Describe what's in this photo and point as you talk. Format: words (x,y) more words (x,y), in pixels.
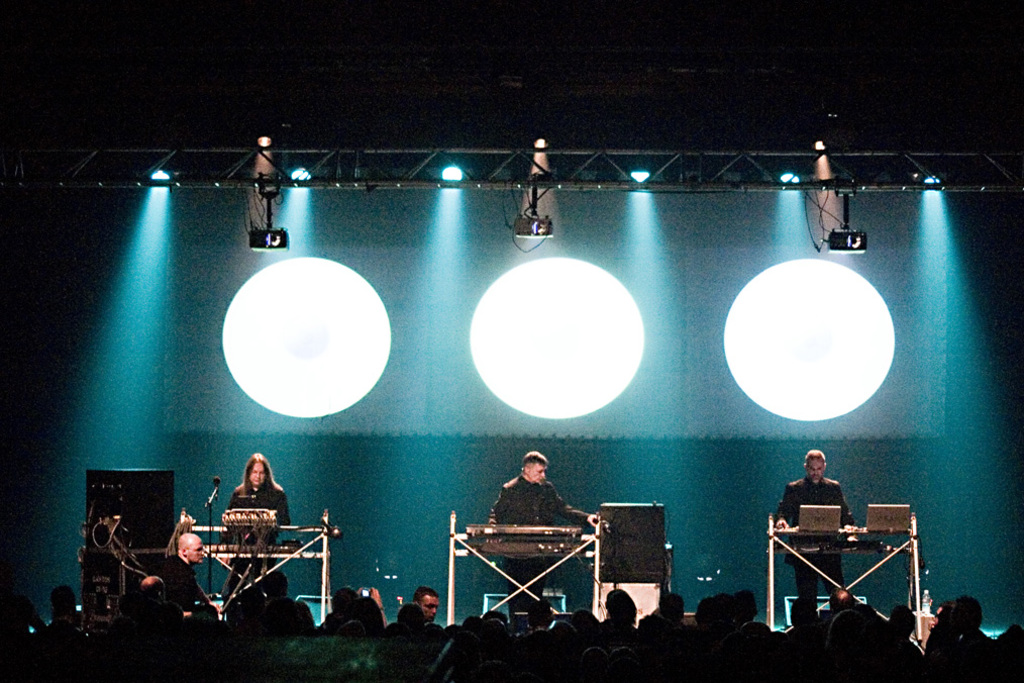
In this image I can see three persons (278,490) are standing on the stage (444,613) and playing some musical instruments (515,556). At the back of the people (282,520) I can see a board (595,424). At the top (519,186) there are some lights (528,220) attached to a metal rod (360,177). On the left side (151,518), I can see a speaker (141,523) which is placed on the stage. At the bottom of the image (620,647) I can see many people (589,654) are facing towards the stage (468,594).
